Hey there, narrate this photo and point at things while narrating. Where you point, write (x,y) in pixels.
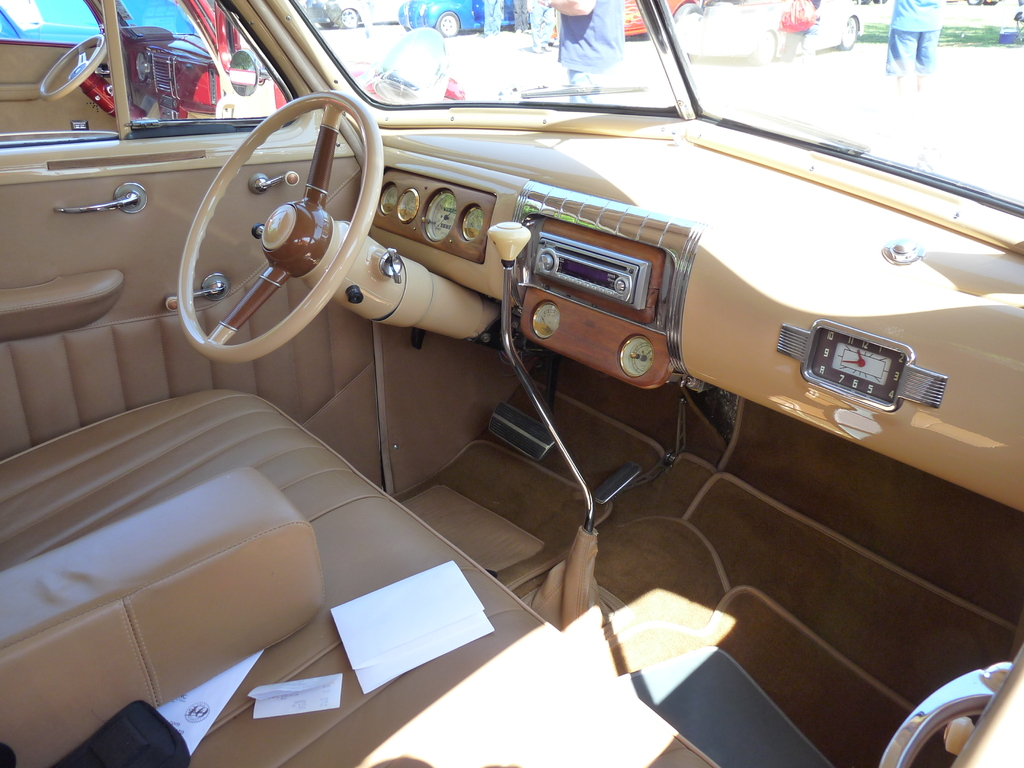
This image is taken the car (462,433). On the left side of the image (327,105) there is a steering (315,255), speedometer (434,209), accelerator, brake (498,415) and gear (520,373). On the right side of the image (854,357) we can see clock (813,358). In the background (596,46) we can see people (586,54), cars (775,42) and grass (961,28).
